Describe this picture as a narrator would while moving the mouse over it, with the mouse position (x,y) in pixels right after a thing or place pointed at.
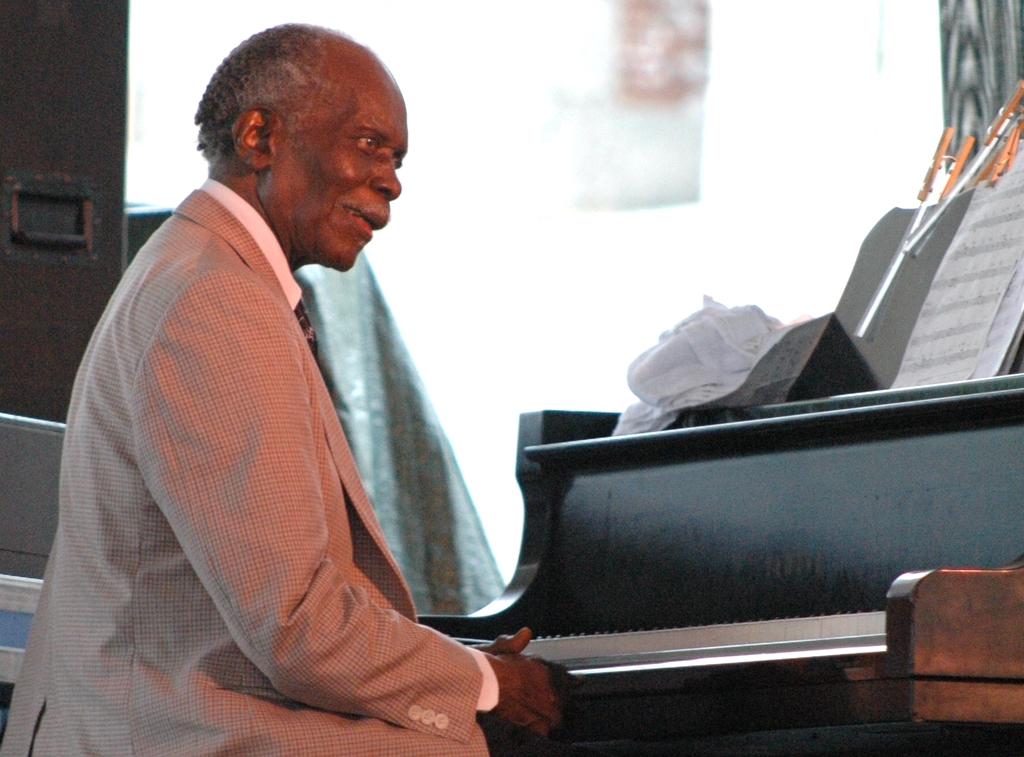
In this image, in the left side (260,715) there is a old man (213,616) who is sitting and he is playing a piano (524,654) which is in black color, on the piano (744,542) there are some papers (963,341) which are in white color, in the background (26,175) there is a black color object (45,160) and there is a white color wall (541,57).
